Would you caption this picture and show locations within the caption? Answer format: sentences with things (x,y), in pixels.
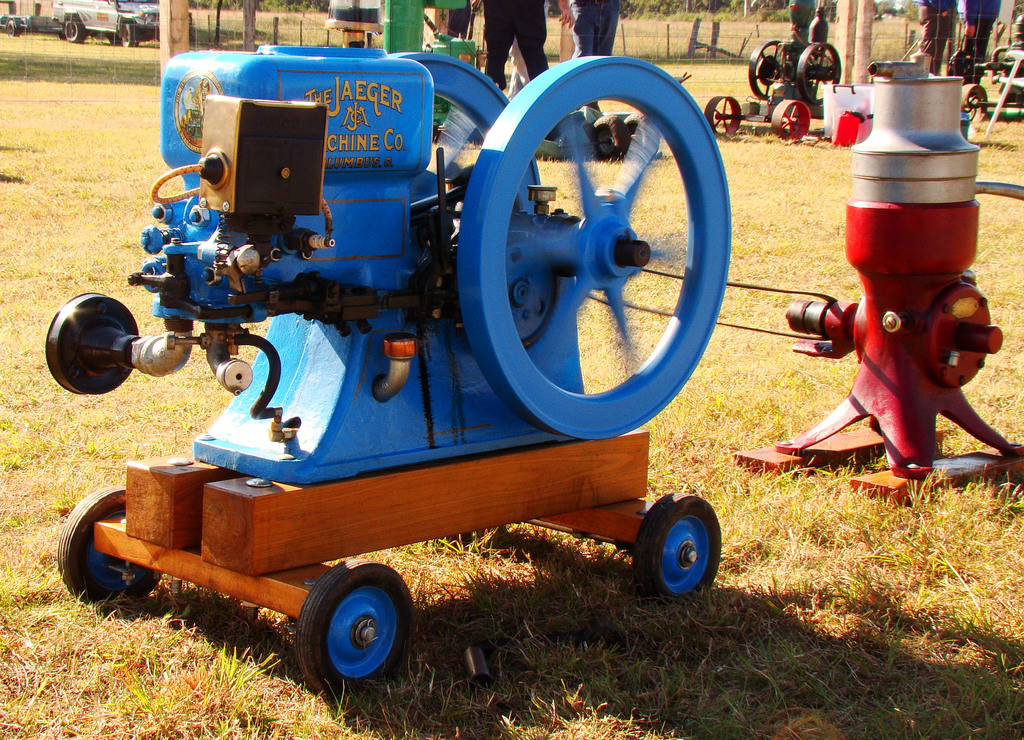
In this image few machines (295,182) on the grass (130,91), there are few vehicles (78,25), few persons (503,58), fence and few trees (745,0).
